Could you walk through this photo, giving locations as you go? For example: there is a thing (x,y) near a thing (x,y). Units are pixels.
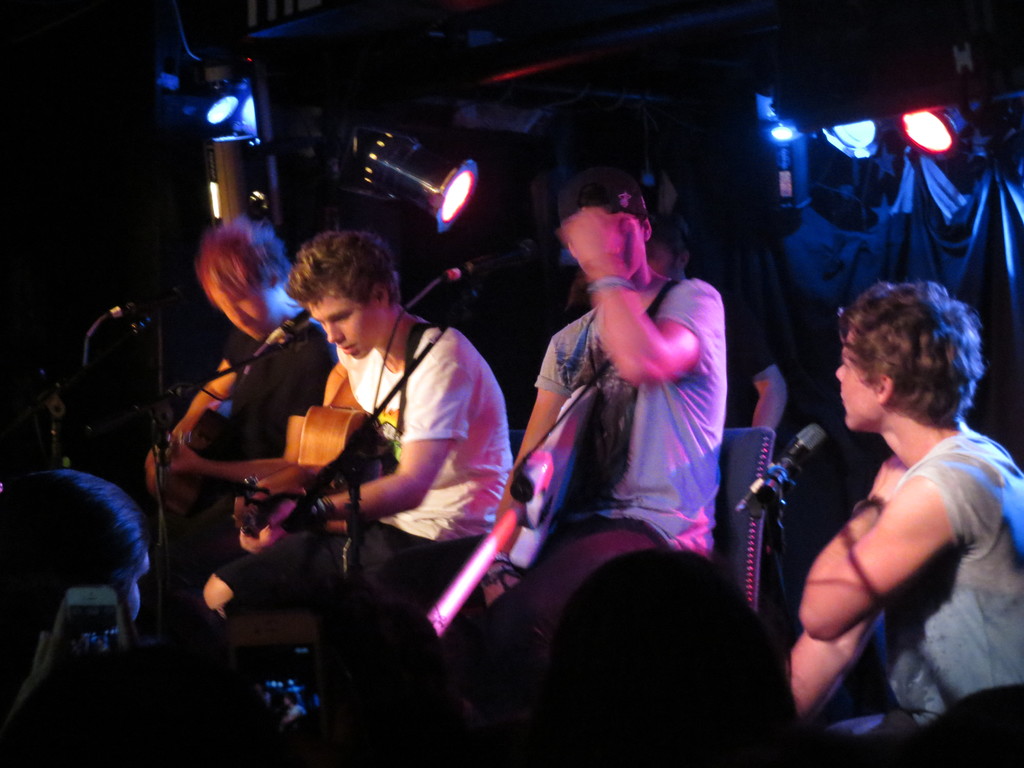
In this image, there are group of people (293,411) sitting and playing guitar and musical instruments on the chair (737,558). In the background (846,252) there is a curtain (846,252) of blue in color. On the top (203,110) there are focus lights (233,110). This image is taken inside a hall (737,339).
